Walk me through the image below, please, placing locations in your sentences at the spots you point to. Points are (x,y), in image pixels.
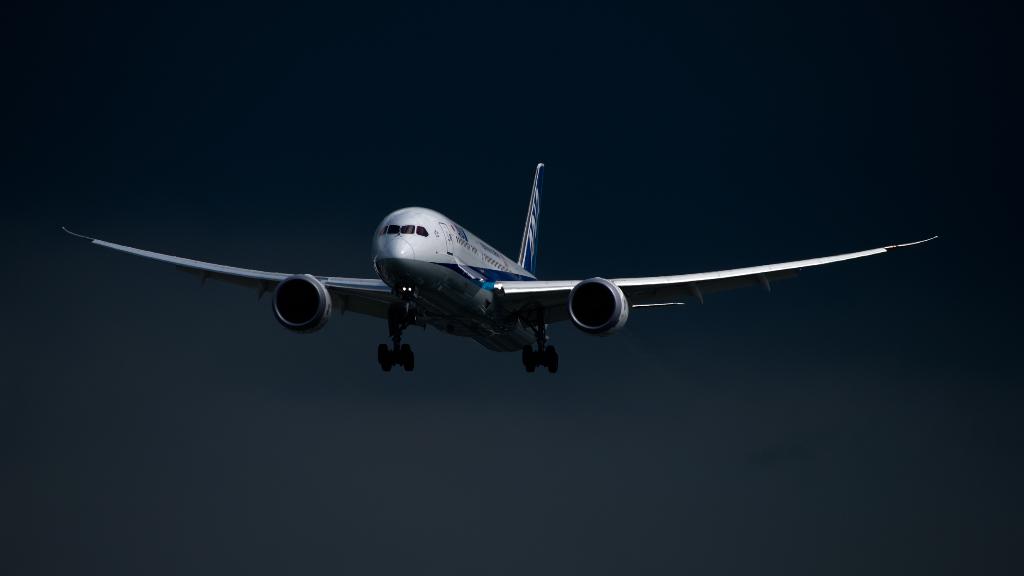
In this image we can see an airplane (539,326) flying in the sky (448,410).
